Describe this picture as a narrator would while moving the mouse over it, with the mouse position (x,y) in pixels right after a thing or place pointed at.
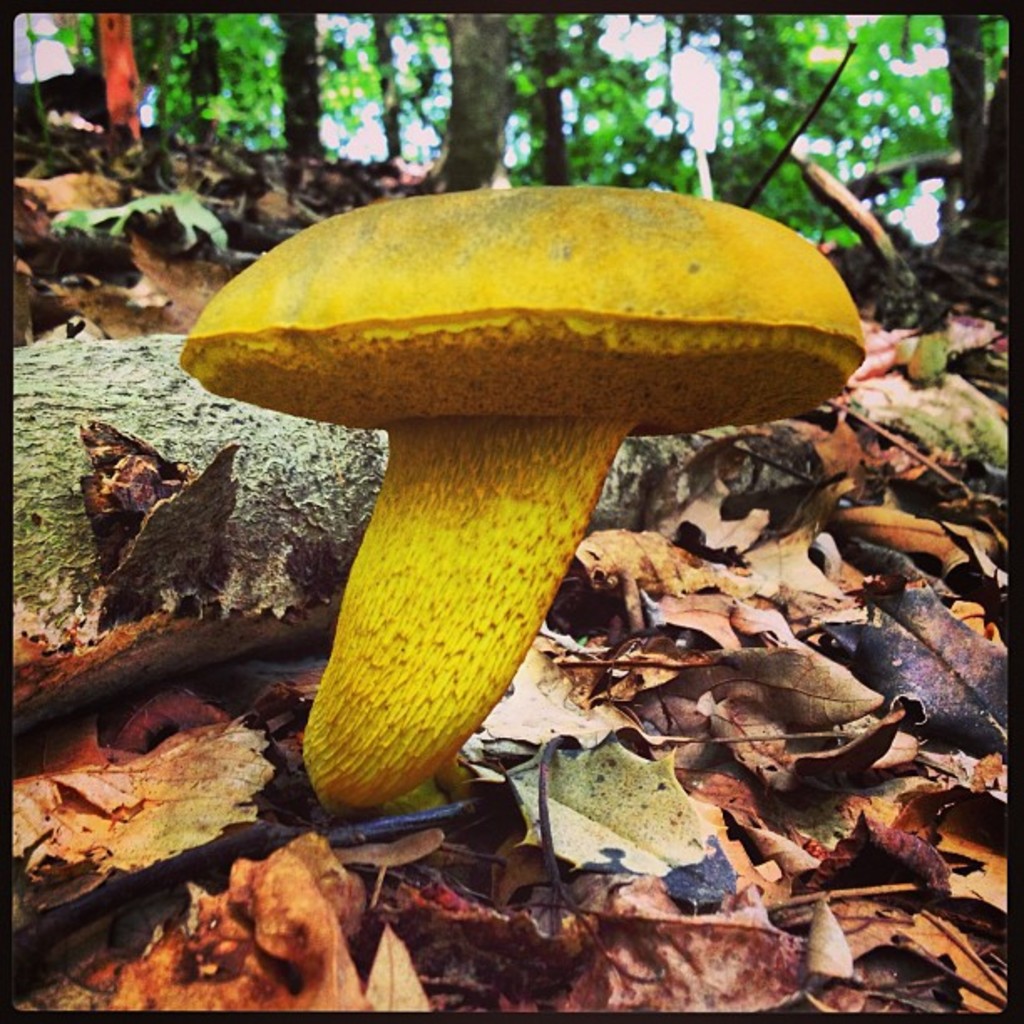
In this image we can see a mushroom (497,479) and dried leaves (454,940). In the background (999,184) there are trees (999,184).
